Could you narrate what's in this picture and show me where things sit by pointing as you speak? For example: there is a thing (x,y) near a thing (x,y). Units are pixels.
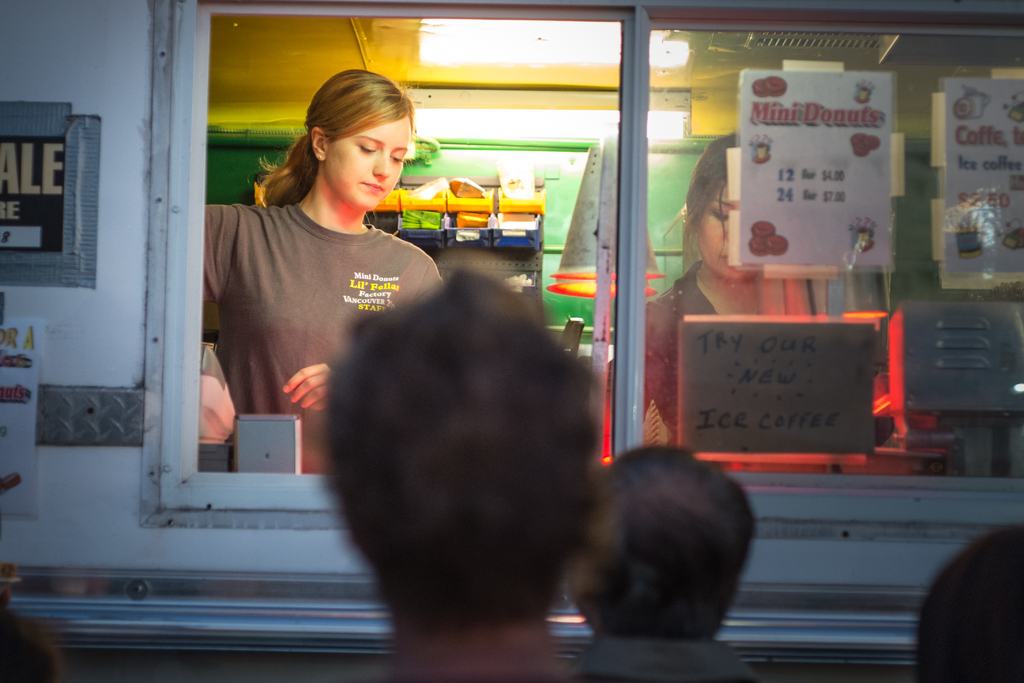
Here in this picture, in the front (525,509) we can see some people (526,578) standing and in front of them we can see a store (730,42) present and we can see two women (289,390) standing and preparing food items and on the glass window (846,268) we can see some posters (822,323) present and inside the store (536,296) we can see racks (454,224) with somethings (420,217) present and we can also see light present on the top (523,128).
